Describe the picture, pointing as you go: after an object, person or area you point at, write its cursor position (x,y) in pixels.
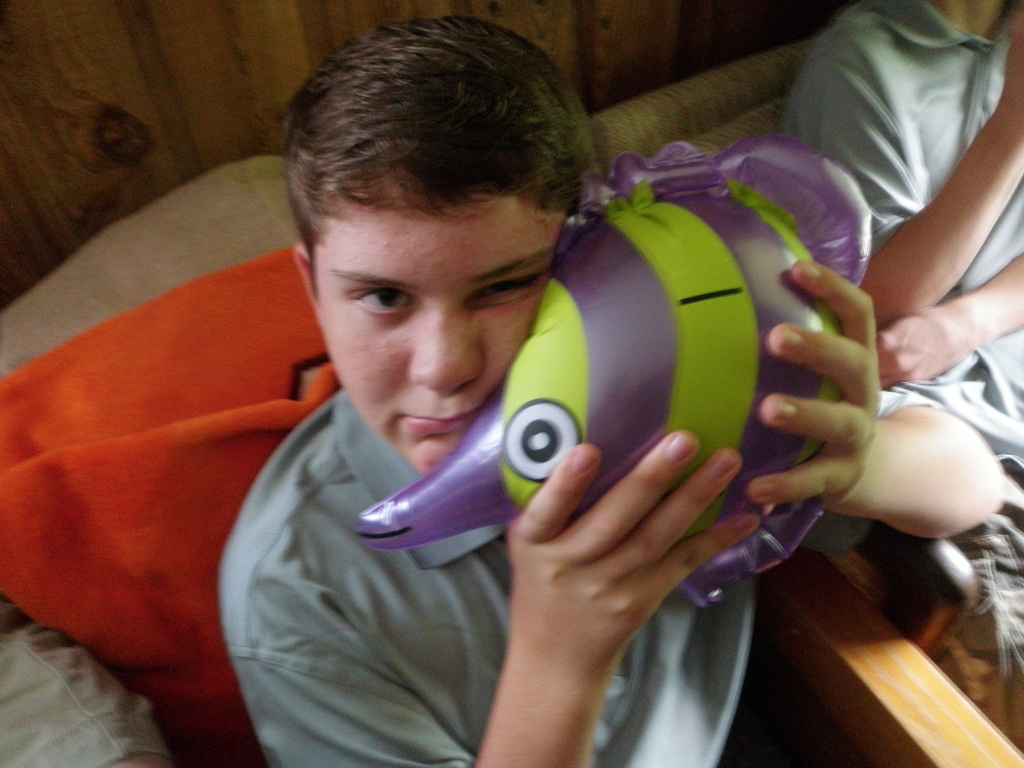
In this picture I can observe a boy (358,477) wearing grey color shirt (384,638). He is holding purple and green color toy (615,359) in his hands (594,462). On the right side (947,167) there is another person (920,211). In the background (123,94) I can observe a wall (316,50) which is in brown color.
